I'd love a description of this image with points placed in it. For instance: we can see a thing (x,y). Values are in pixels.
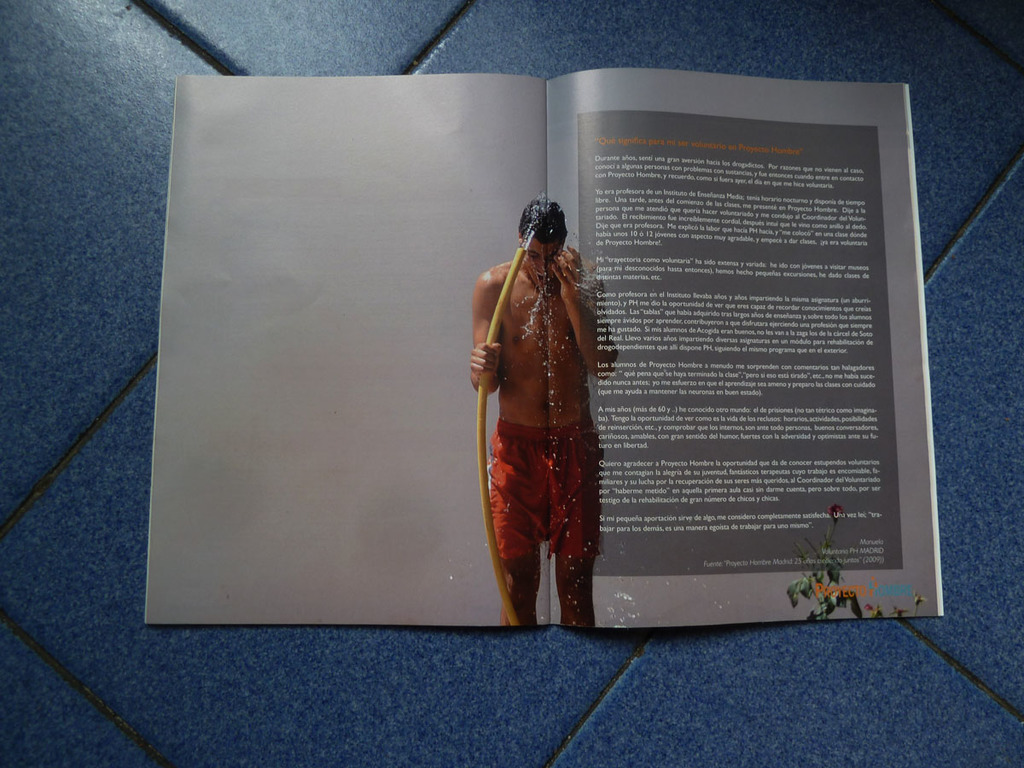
In this image I can see a magazine (562,382) in which I can see a person (528,453). I can also see some text (716,293) written on it. In the background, I can see the floor (329,681).
